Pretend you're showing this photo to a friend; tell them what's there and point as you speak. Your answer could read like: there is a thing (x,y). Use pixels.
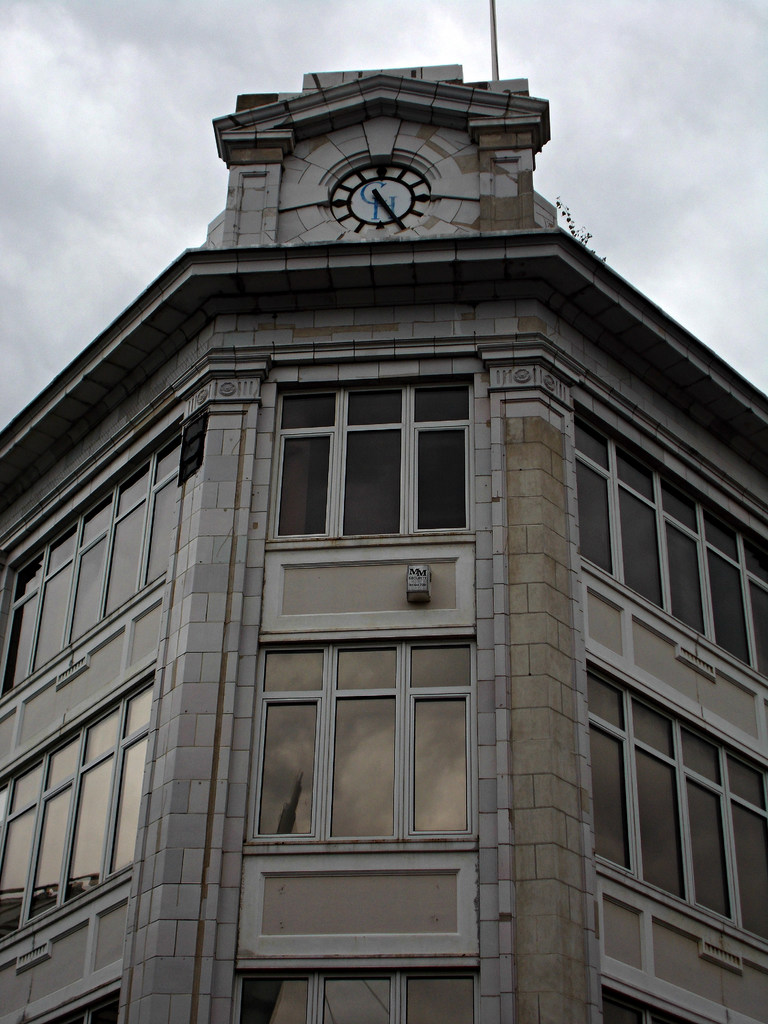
In this picture we can see a building (300,968) with windows (24,905), clock (342,190), pole (494,22) and in the background (586,125) we can see the sky (586,125) with clouds (645,220).
